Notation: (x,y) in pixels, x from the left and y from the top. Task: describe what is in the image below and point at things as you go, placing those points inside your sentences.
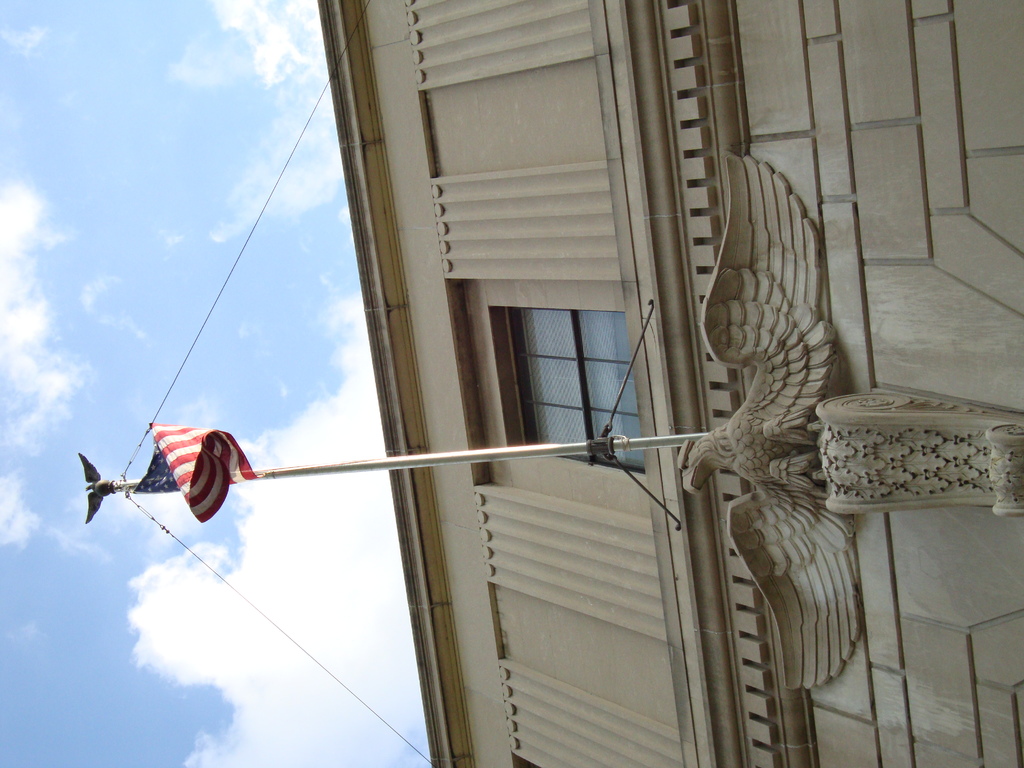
This picture is clicked outside. In the foreground (822,622) we can see the sculpture (767,433) of an eagle (775,499) and we can see a flag (184,483) attached to the pole (547,450), we can see the window (563,376) and the wall (730,92) of the building (489,383). In the background (172,307) we can see the sky (90,560) and the clouds (270,550).
